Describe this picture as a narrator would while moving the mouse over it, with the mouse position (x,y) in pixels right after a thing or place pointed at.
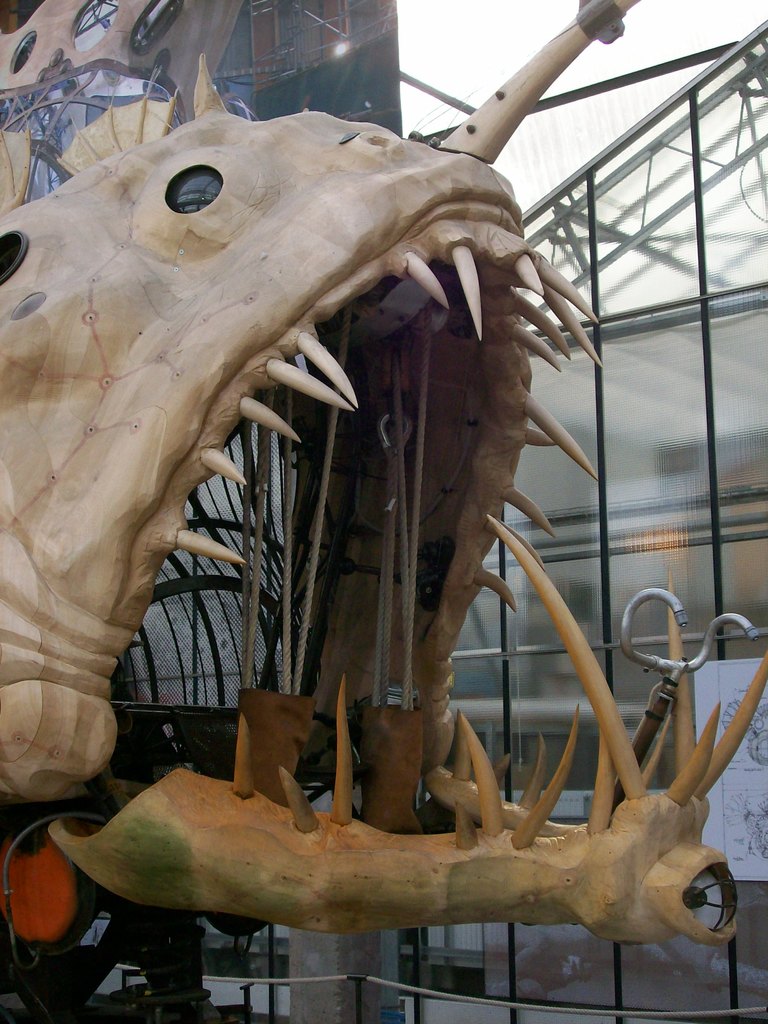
In this picture I can see there is a animal skull (420,595) and in the backdrop (581,180) I can see there is a iron frame (571,234) and the sky (498,62) is clear.
